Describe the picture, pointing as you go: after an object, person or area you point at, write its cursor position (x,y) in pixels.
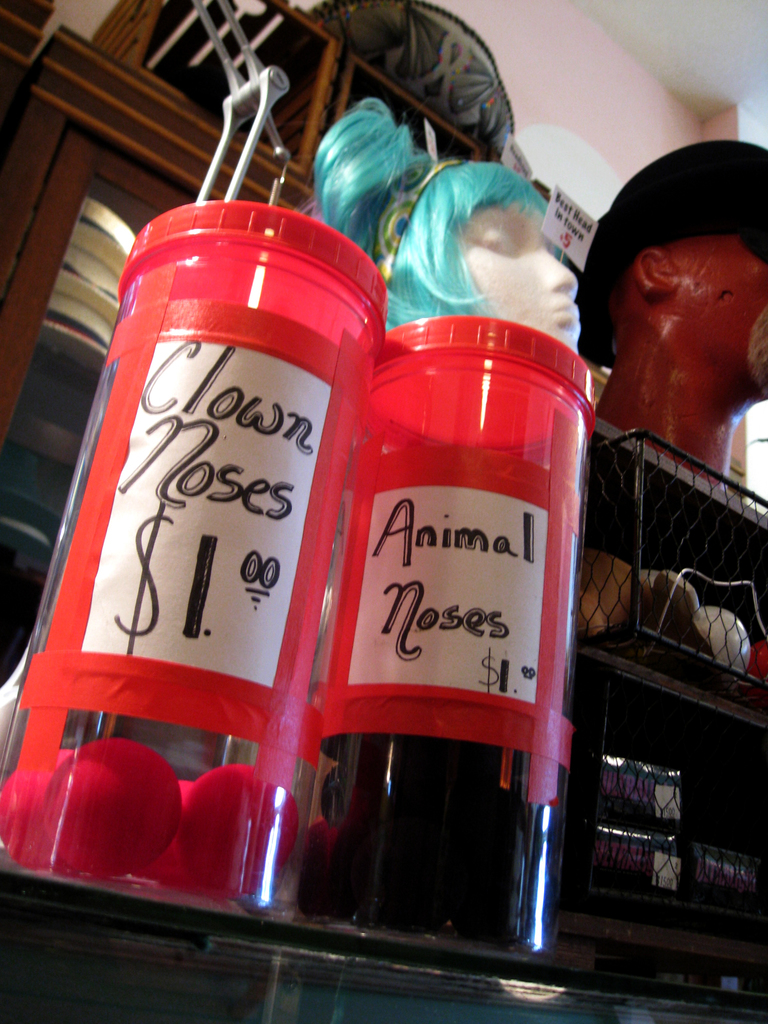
In the foreground of the image (401,834) we can see two containers (418,815) with balls (335,806) and papers (307,455) with text (246,487) is pasted on them. At the right side of the image (678,711) we can see objects (704,624) placed in baskets (696,562). In the background (651,274), we can see some dolls (638,289), boxes (412,132) placed in the cupboard (166,177) and the wall (614,93).
